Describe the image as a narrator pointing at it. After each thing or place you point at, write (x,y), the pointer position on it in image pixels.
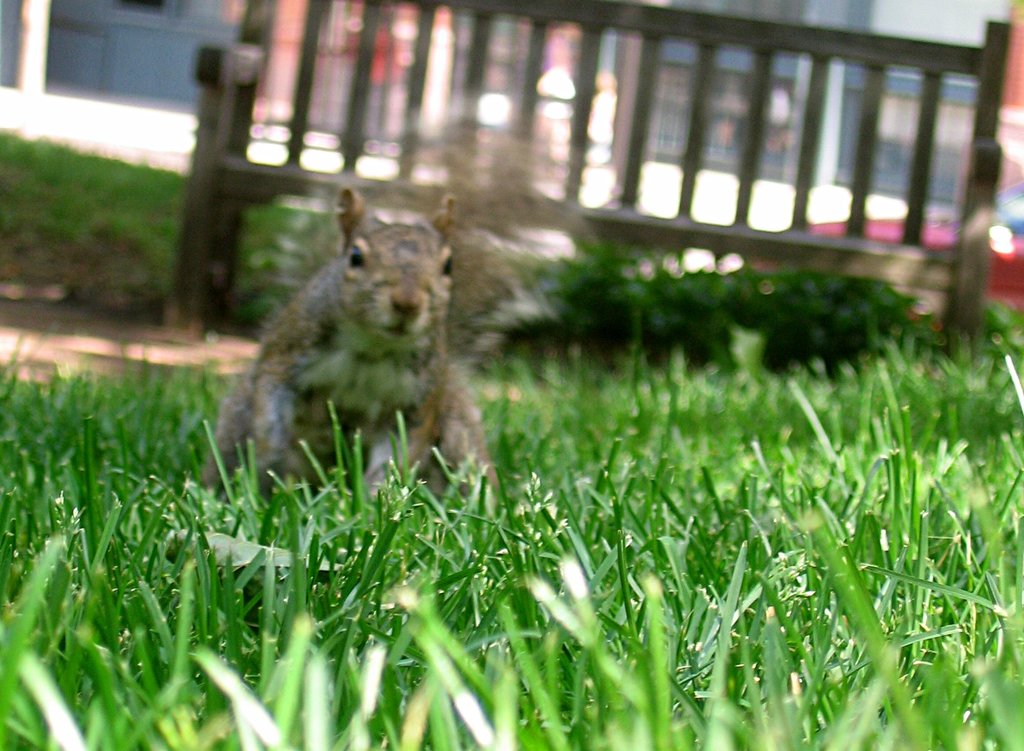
In this image I can see grass (619,458), on grass (369,576) I can see an animal (355,325) and a bench (927,148).
